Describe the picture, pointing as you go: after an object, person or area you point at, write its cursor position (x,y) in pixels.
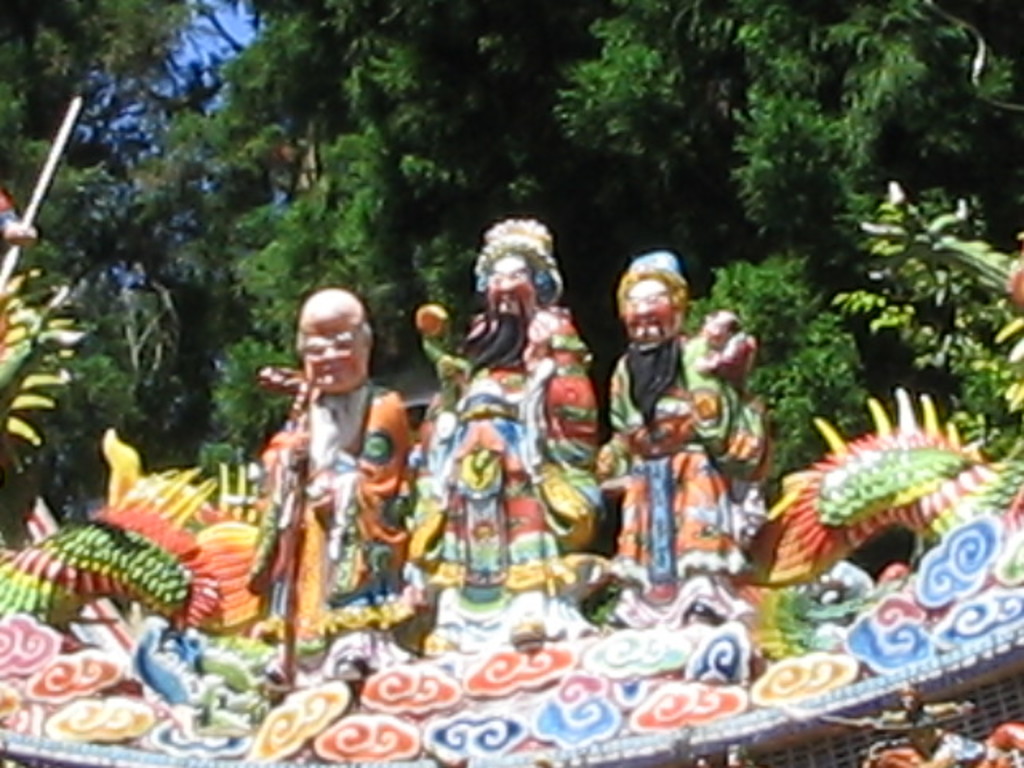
In this picture we can see statues (805,489). In the background (250,408) there are trees (499,99) and sky (221,57).
